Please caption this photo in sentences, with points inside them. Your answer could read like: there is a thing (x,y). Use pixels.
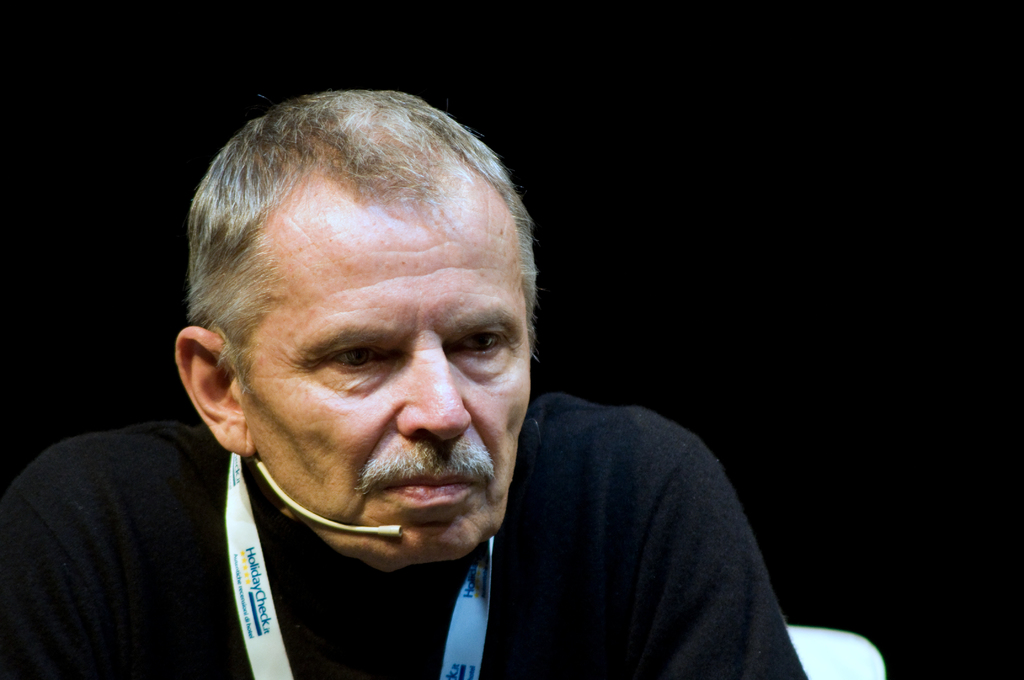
As we can see in the image there is a person (513,467) wearing black color dress (446,590) and sitting on chair (860,641). The background (2,270) is dark.
